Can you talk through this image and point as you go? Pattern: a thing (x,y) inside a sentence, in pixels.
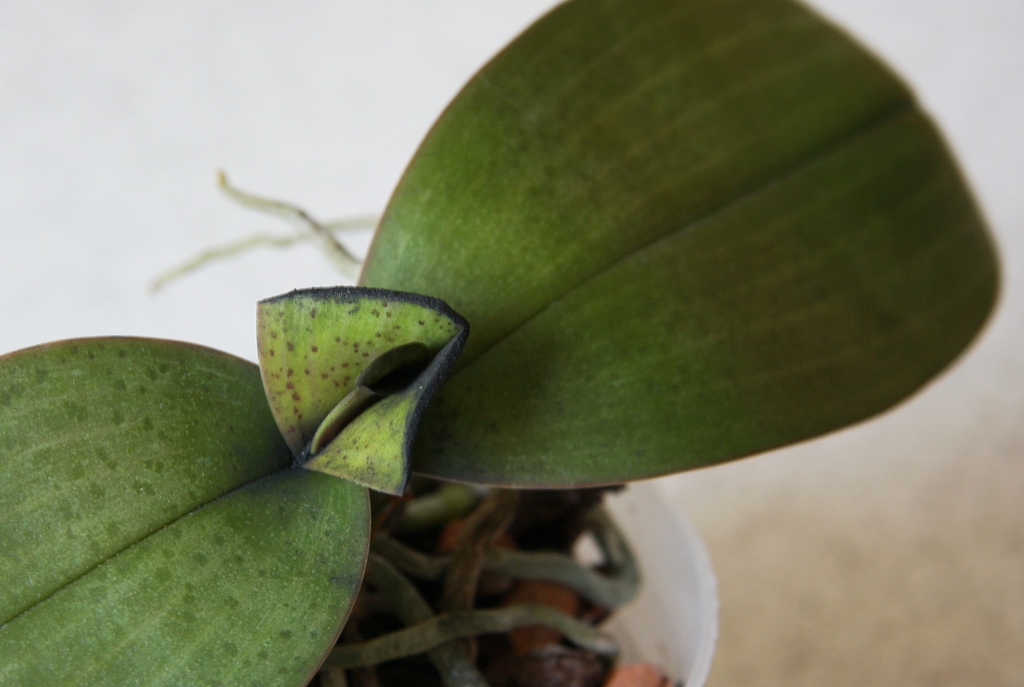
This is a zoomed in picture. In the foreground (202,456) we can see the green leaves (317,464) of a plant (491,563) which is potted in a white color pot (698,595). In the background (298,55) there is a white color object (1018,196) seems to be the wall (492,21).
